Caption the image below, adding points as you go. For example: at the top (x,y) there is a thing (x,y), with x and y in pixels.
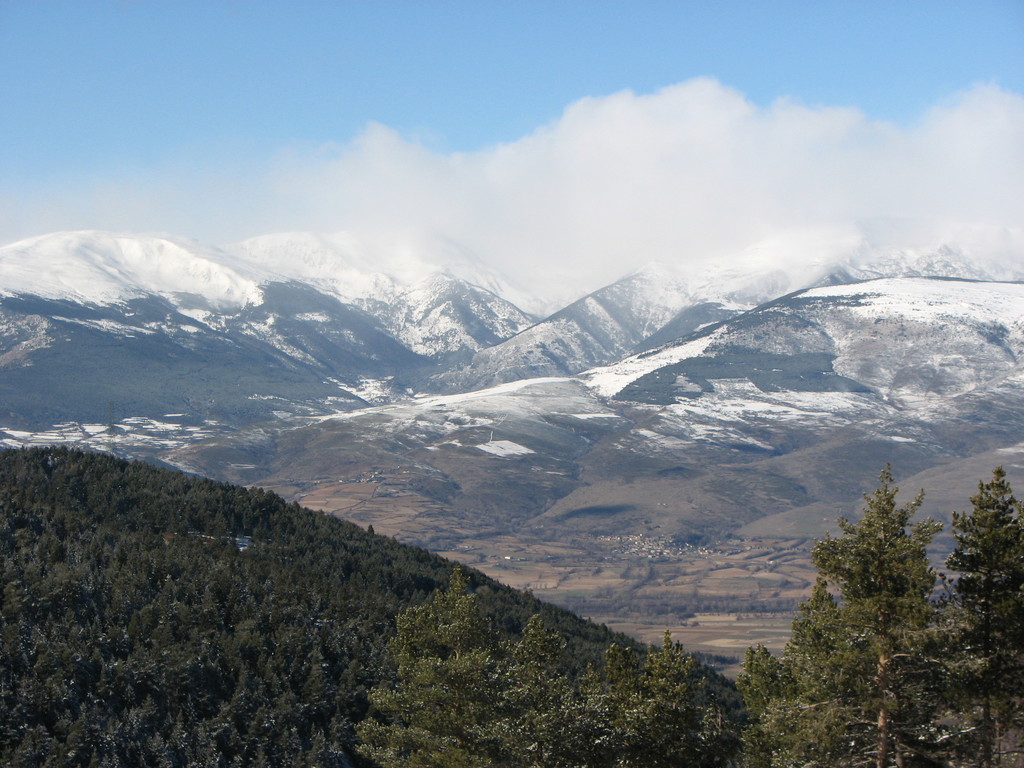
In the foreground of the picture (967,530) I can see the trees (963,519). In the background (558,374), I can see the mountains (95,248). There are clouds (686,138) in the sky (725,58).
